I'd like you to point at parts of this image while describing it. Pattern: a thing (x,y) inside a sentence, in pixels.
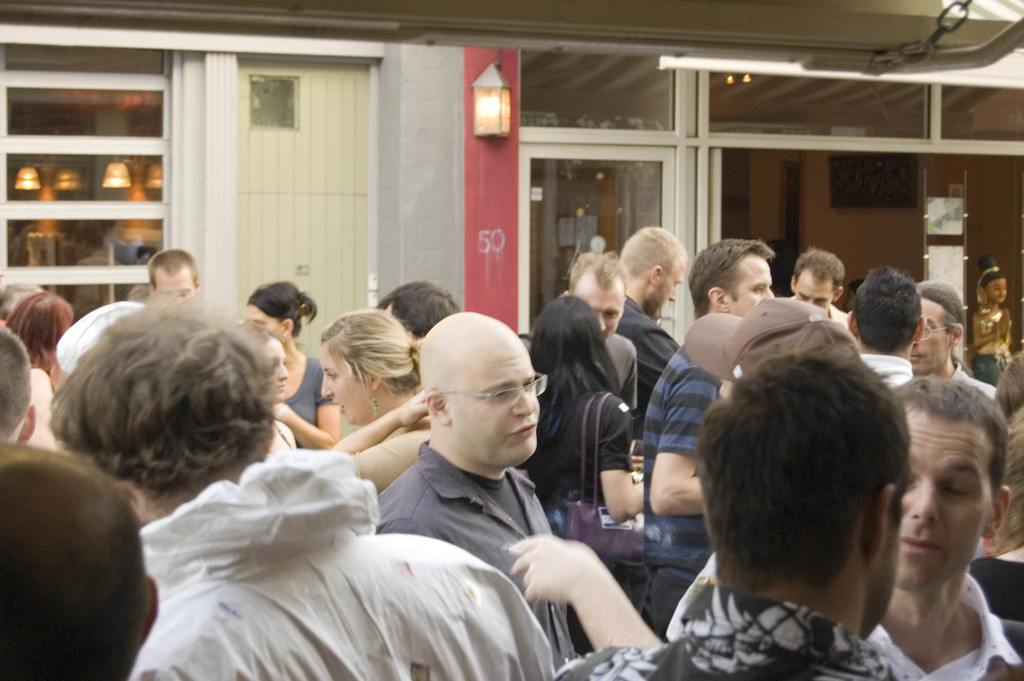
In this picture we can see a group of people (491,506) and in the background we can see a wall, lights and some objects (979,364).
